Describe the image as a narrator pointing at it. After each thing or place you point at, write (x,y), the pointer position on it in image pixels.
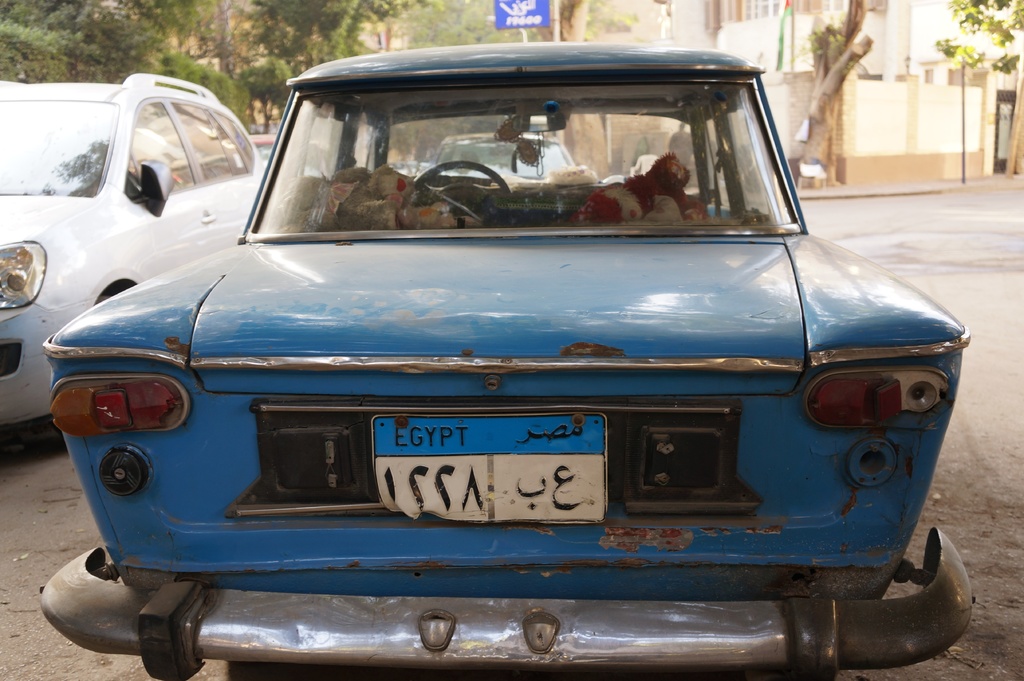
In this image in front (318,203) there are cars (391,285). Behind the cars (304,203) there is a board (506,11). In the background of the image (276,18) there are trees (338,35), buildings (791,59).
